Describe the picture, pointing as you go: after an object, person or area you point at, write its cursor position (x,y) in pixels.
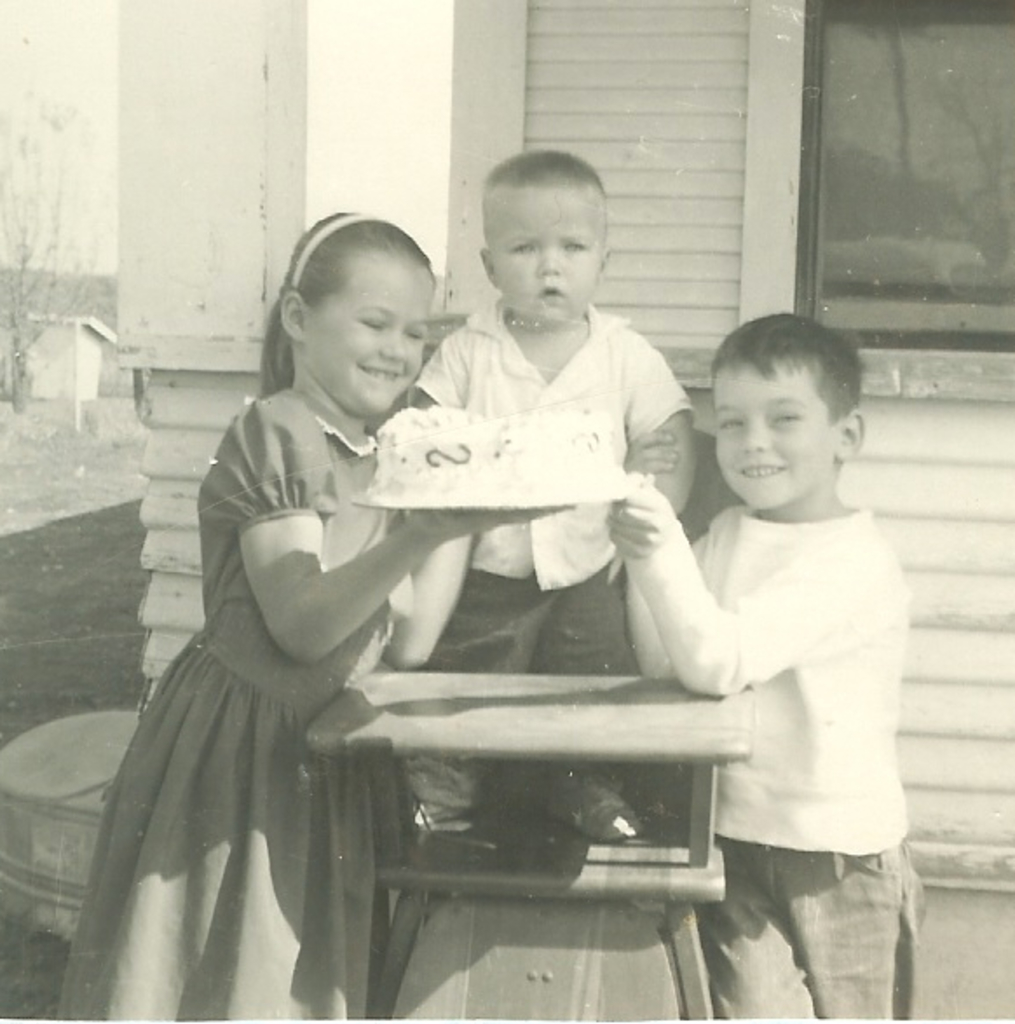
In this image we can see three persons (588,594) and among them two persons (339,548) are carrying a cake (436,426). In front of the person (597,583) we can see a table (638,701). Behind the persons (264,537) there is a house (222,310). In the top right (860,188), we can see a window (855,250). On the left side (80,358), we can see a tree (54,267), house (28,368) and the sky (6,229).
